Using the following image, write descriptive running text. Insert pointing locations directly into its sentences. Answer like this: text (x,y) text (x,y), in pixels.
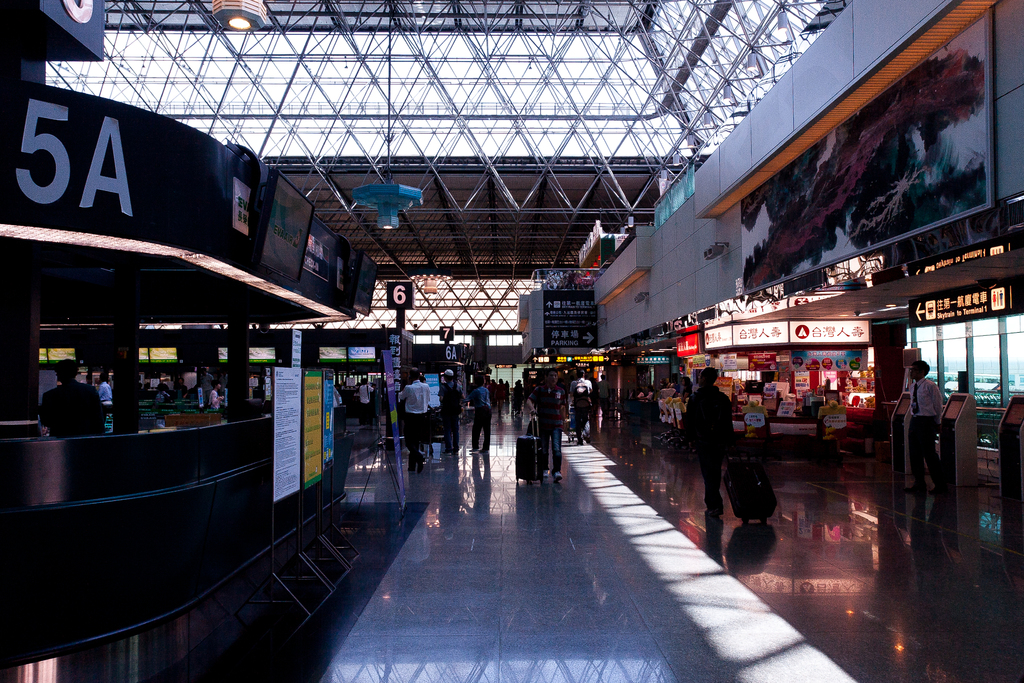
In this picture we can see a few people (547,455) on the floor (681,457). There are two people (704,468) holding luggage bags (735,489) and walking on the floor (583,537). We can see a few boards (291,469) and a person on the left side (33,166). There are machines (904,421) and a man (915,448) on the right side (904,416). We can see some lights (384,207) and a few steel objects (553,31) on top (364,195).
